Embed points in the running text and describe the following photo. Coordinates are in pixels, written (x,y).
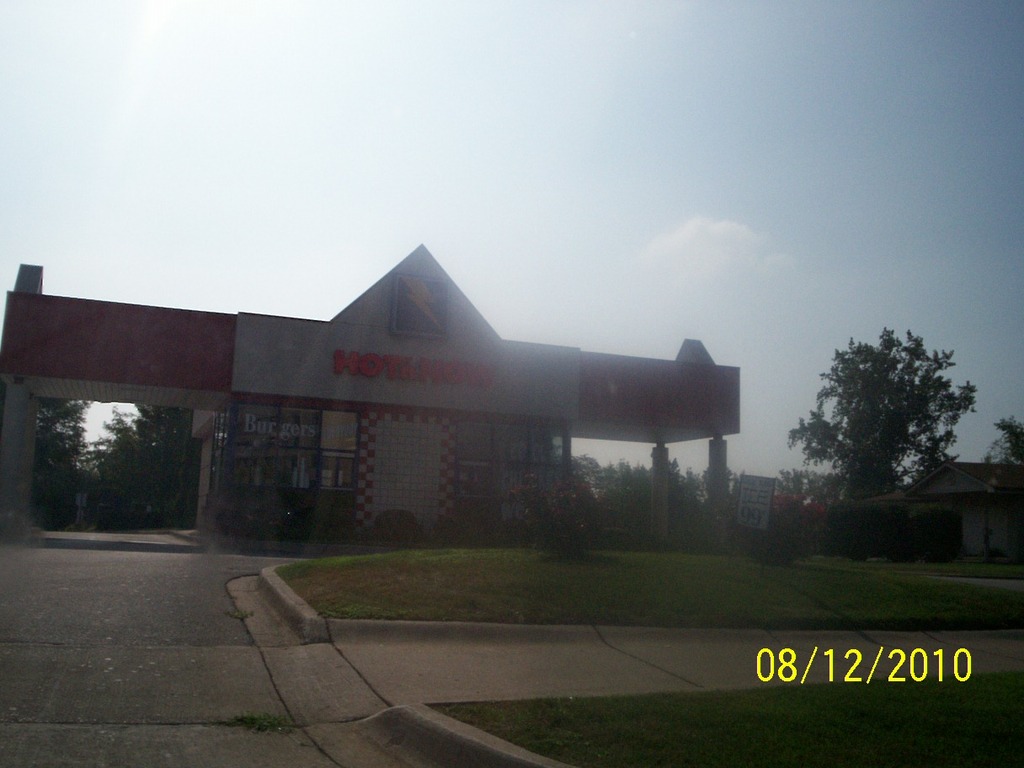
On the left side of the image (169,598) there is road (149,547). On the right side of the image (719,609) on the ground (654,602) there is grass (643,565) and also there are small plants (898,531). In the background (250,466) there is a store (35,334) with glasses (287,447), a name board (484,363) and posters (284,419). On the right side of the image (875,469) there are trees (849,475) and also there is a house (930,493) and a poster (766,501). At the top of the image (369,71) there is sky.
